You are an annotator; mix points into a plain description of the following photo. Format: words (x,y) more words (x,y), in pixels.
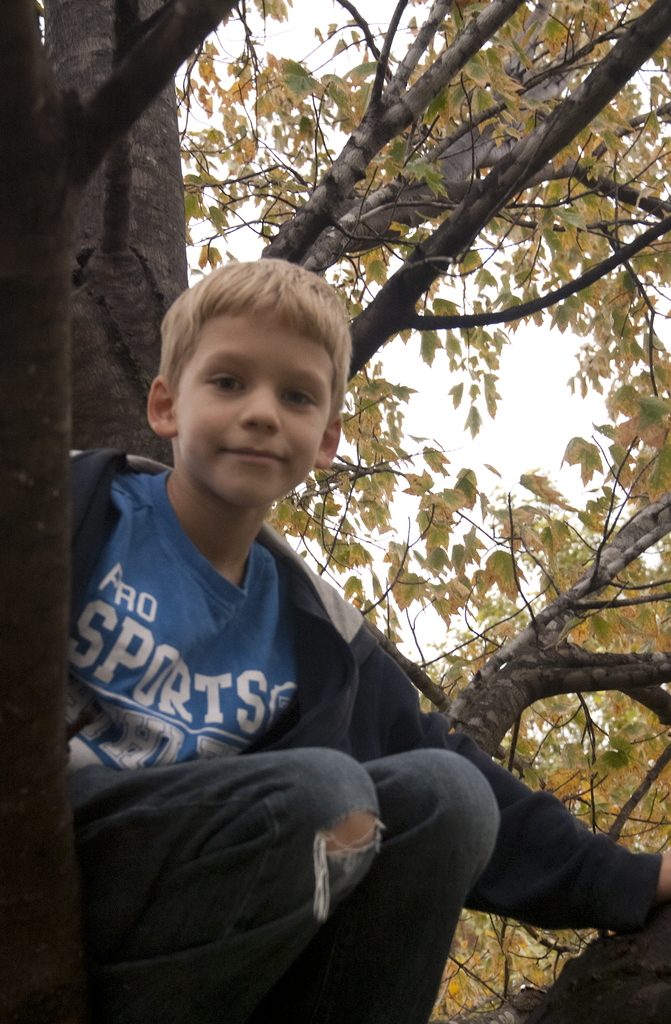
In this image we can see a child (102,779) sitting on the branch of a tree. We can also see some leaves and the sky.
